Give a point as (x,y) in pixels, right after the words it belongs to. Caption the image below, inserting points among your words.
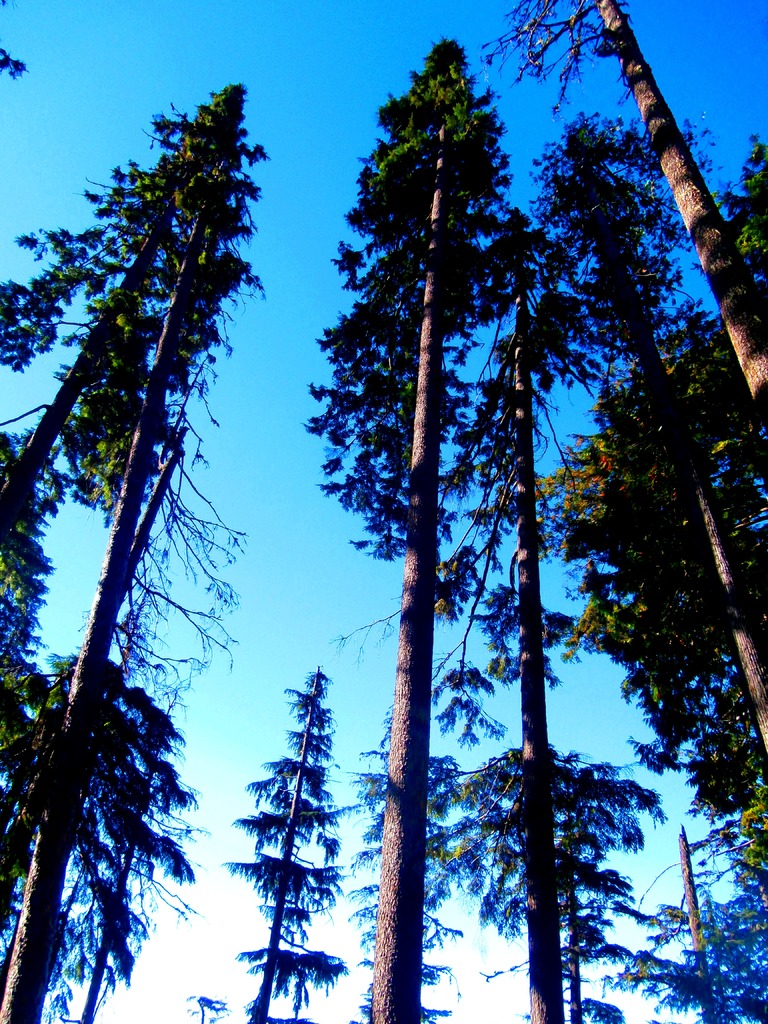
In this image we can see there are trees (279,931) and there is the sky (332,146) in the background (332,146).
